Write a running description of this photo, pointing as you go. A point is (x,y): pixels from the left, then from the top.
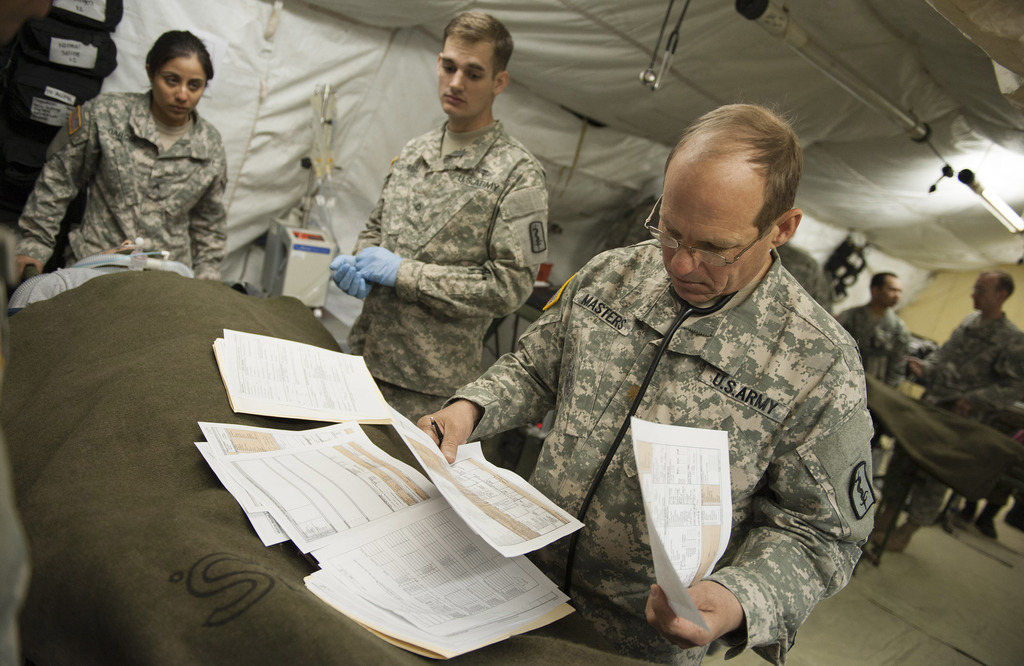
This image consists of so many people (592,526). They are in military dresses (452,320). In the front (475,380) there is one person (530,410) who is holding papers (515,510). There are papers (461,617) in front of him.
